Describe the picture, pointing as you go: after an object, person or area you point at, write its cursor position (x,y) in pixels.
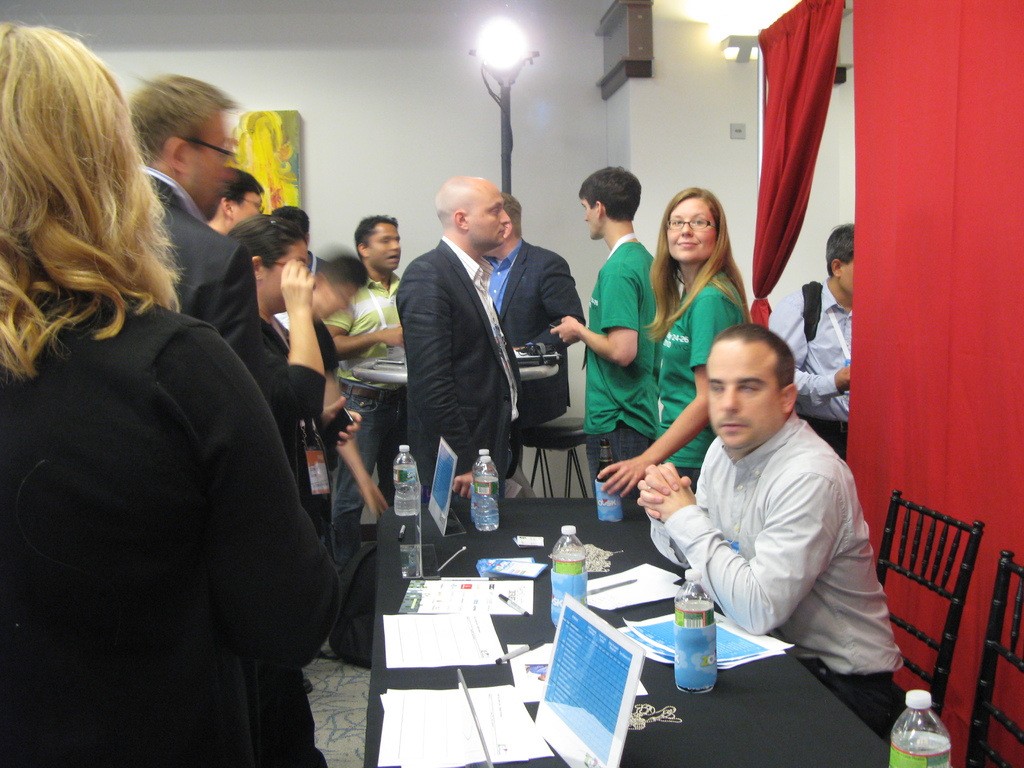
On the right (796,545) a person (775,568) is sitting on the chair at the table (656,687). There are water bottles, pens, papers (495,723) on the table (703,718). In the background (590,490) there are few people (228,216), wall (356,190), light (495,56) and curtains (956,192).
